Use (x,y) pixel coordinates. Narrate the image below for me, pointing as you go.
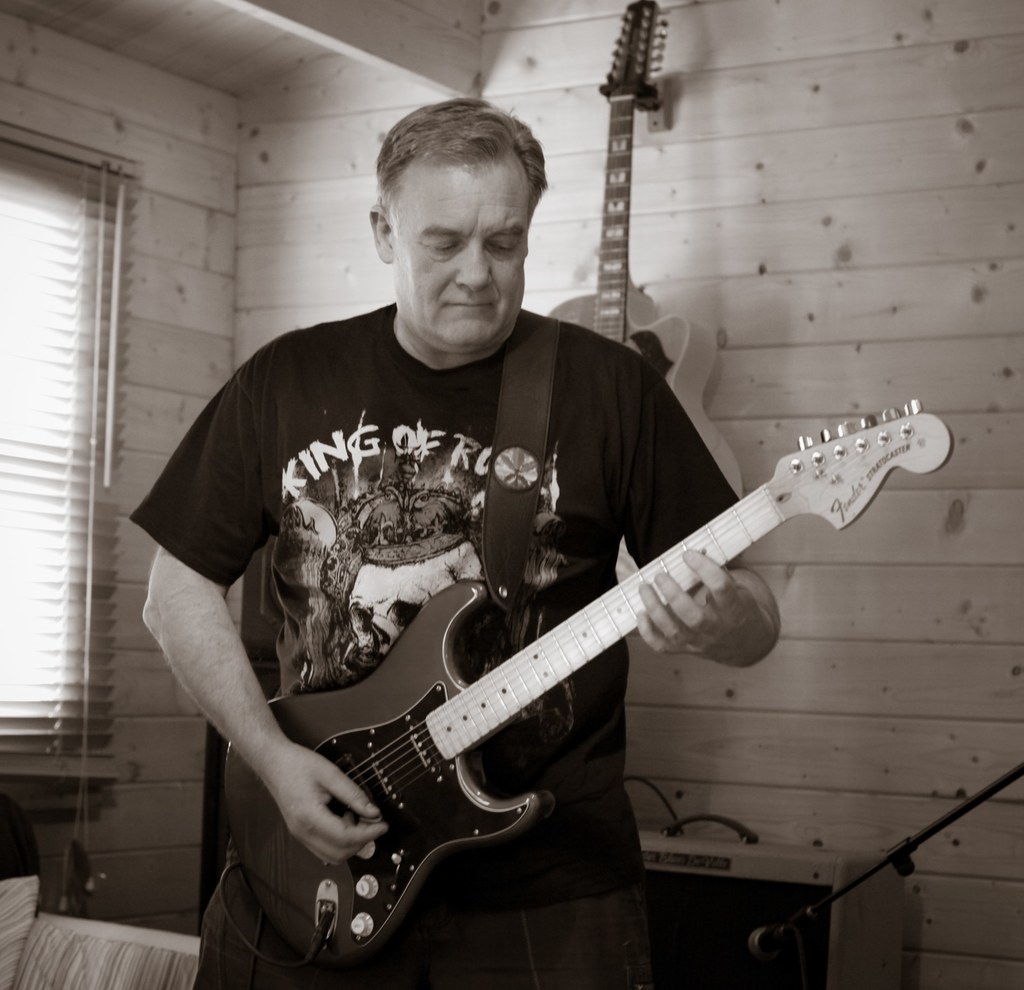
In the middle of the image (562,429) there is a man (558,549) holding a guitar (295,856) in his hand (353,799) behind him there is another guitar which is attached to the wall (847,267) which is wooden wall (904,178). On the left side of the image (76,956) there is a sofa (90,960). On the right side (788,937) we can also find a microphone (775,944).
